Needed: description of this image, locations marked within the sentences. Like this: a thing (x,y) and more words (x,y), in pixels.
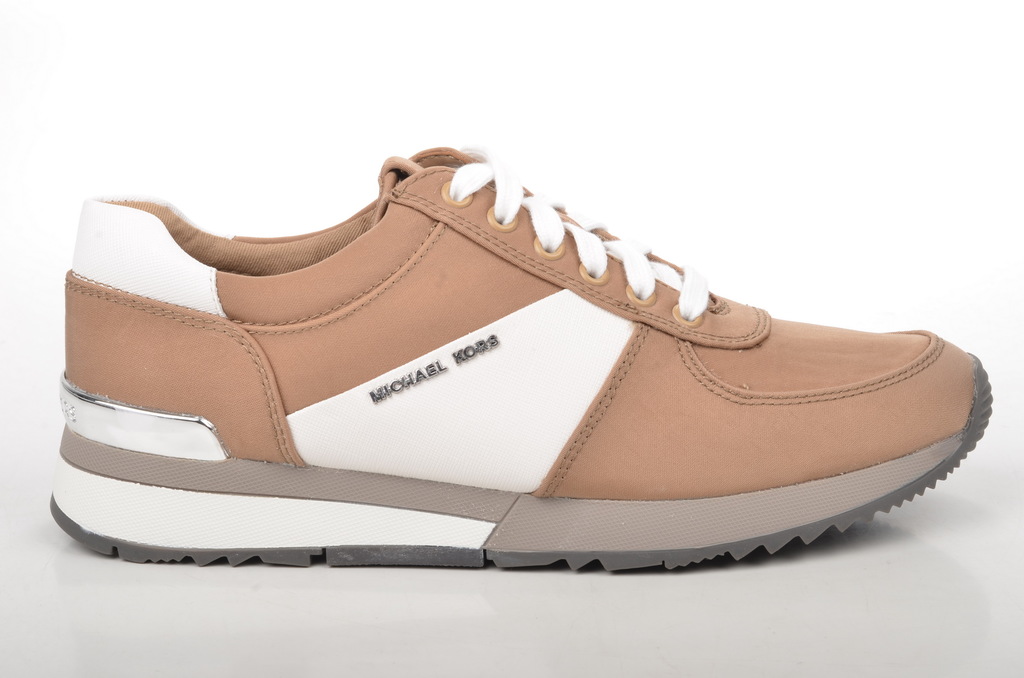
In this image we can see a shoe (632,390) and a white background (576,133).
